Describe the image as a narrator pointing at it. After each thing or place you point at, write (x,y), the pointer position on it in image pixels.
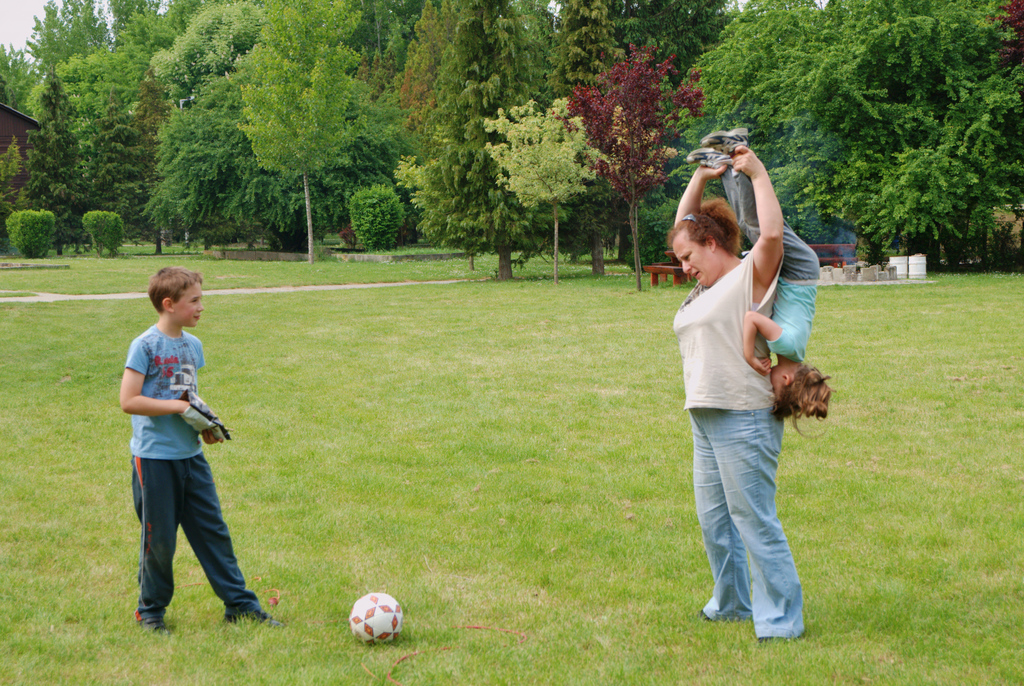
In the image we can see a woman (701,425) and two children (143,468) wearing clothes (790,251). There is even a ball (373,599) on the grass (326,670). There are many trees (647,116) around, we can even see there are benches (816,249), a path (222,291) and a sky (14,34).
